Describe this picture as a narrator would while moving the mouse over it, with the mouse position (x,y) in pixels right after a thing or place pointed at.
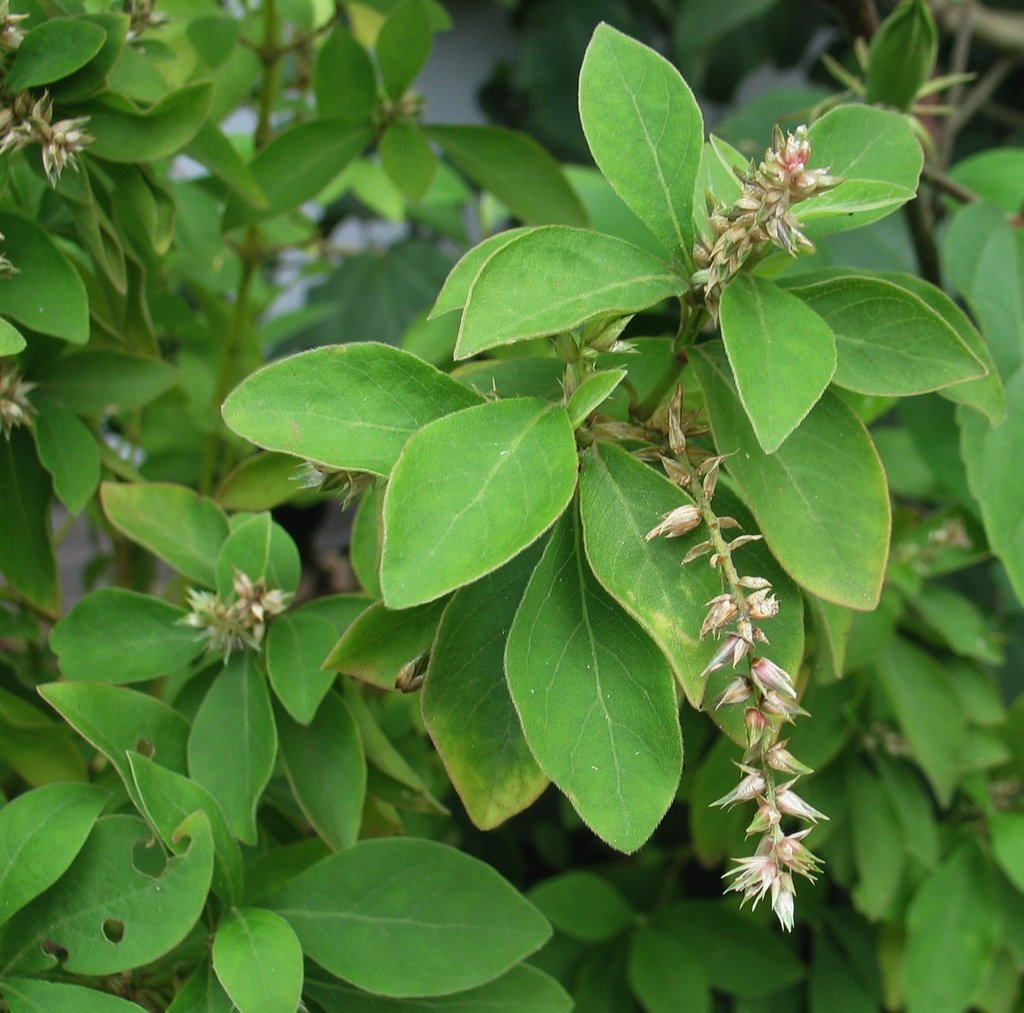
In this image i can see many plants (613,56), leaves (732,927) and flowers (831,182) and the background (456,83) is blurry.
